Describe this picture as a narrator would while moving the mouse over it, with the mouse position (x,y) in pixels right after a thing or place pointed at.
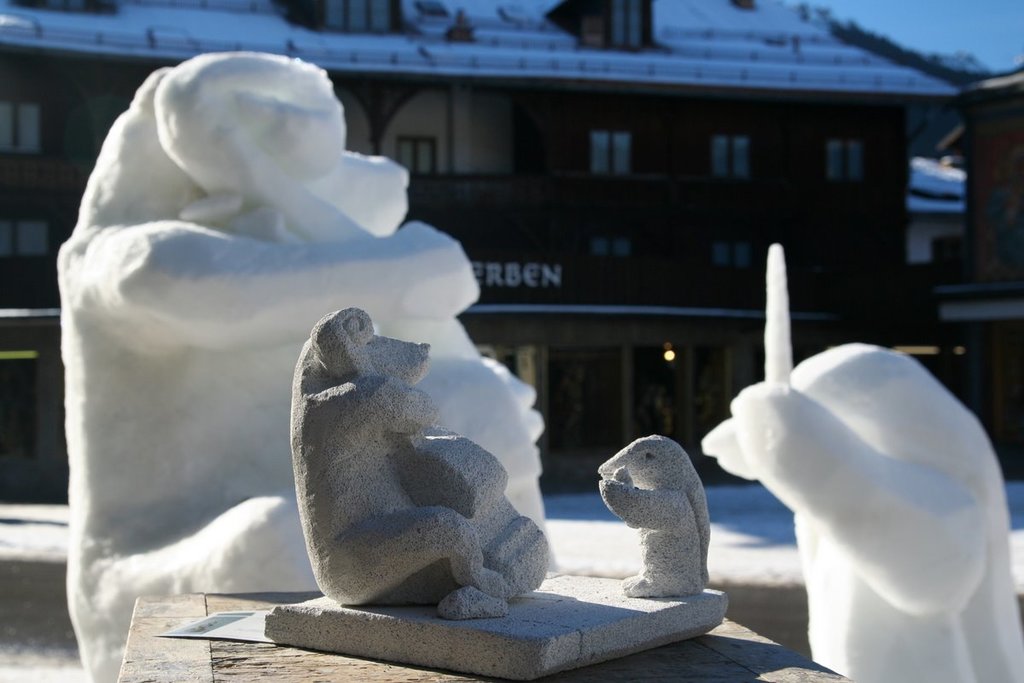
In the foreground of this image (438,577), there is a stone sculpture (494,606) on a wooden object (262,660). Behind it, there are snow sculptures (888,466). In the background (611,170), there is a building (562,170) and the sky (931,12) at the top (926,13).
